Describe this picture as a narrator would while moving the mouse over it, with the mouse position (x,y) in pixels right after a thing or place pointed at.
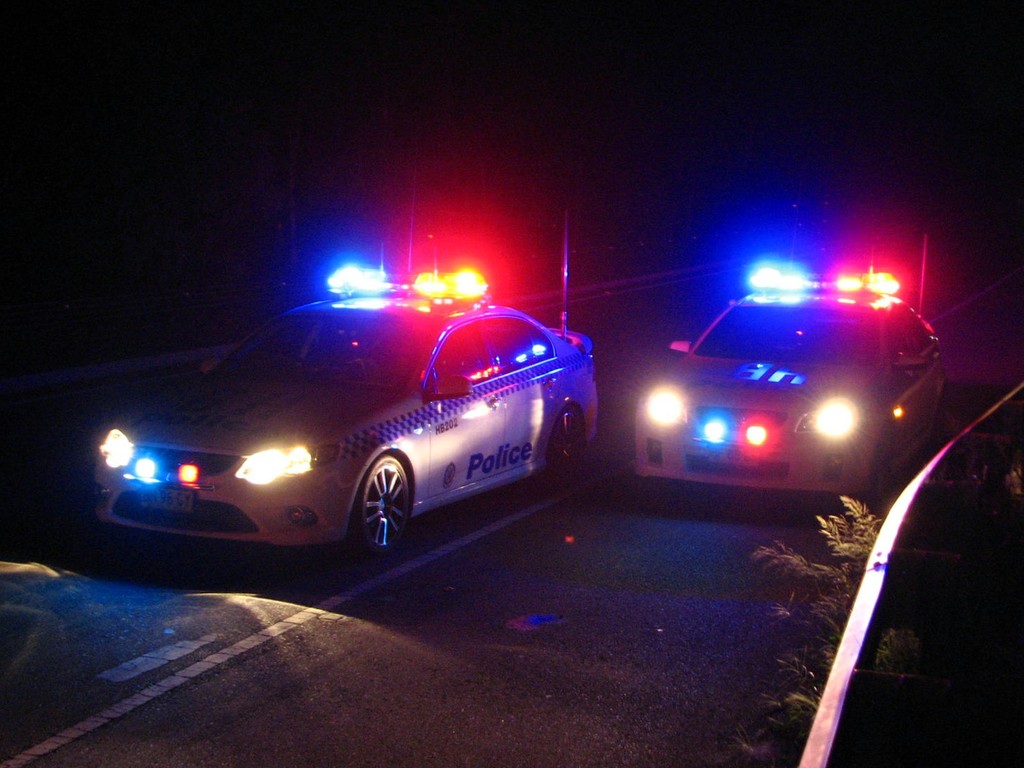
In this image in the center (432,453) there are two cars (696,432), and at the bottom (362,612) there is a road (536,570) and we could see some lights (851,274) and plants (791,606).
